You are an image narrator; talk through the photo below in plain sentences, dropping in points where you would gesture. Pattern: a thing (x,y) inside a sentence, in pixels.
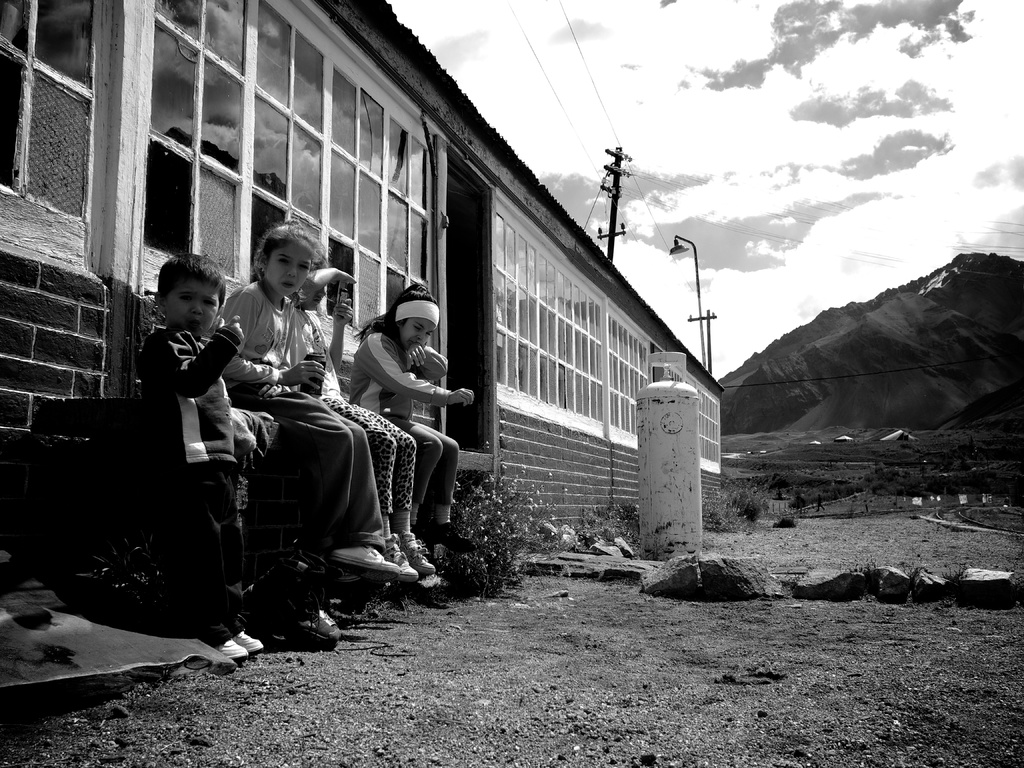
This is a black and white image. In this image, on the left side (259,317), we can see few kids (334,420) are sitting on the bench (264,470). On the left side (158,255), we can see a building (59,179), glass window (156,117). In the middle of the image (668,380), we can see a pillar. In the background (614,227), we can see an electric pole (602,190), electric wires (963,360), streetlight (679,249), rocks (877,339). At the top (754,93), we can see a sky (754,93) which is a bit cloudy, at the bottom (505,534), we can see some plants (504,509) with flowers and a land (775,624) with some stones (709,565).
